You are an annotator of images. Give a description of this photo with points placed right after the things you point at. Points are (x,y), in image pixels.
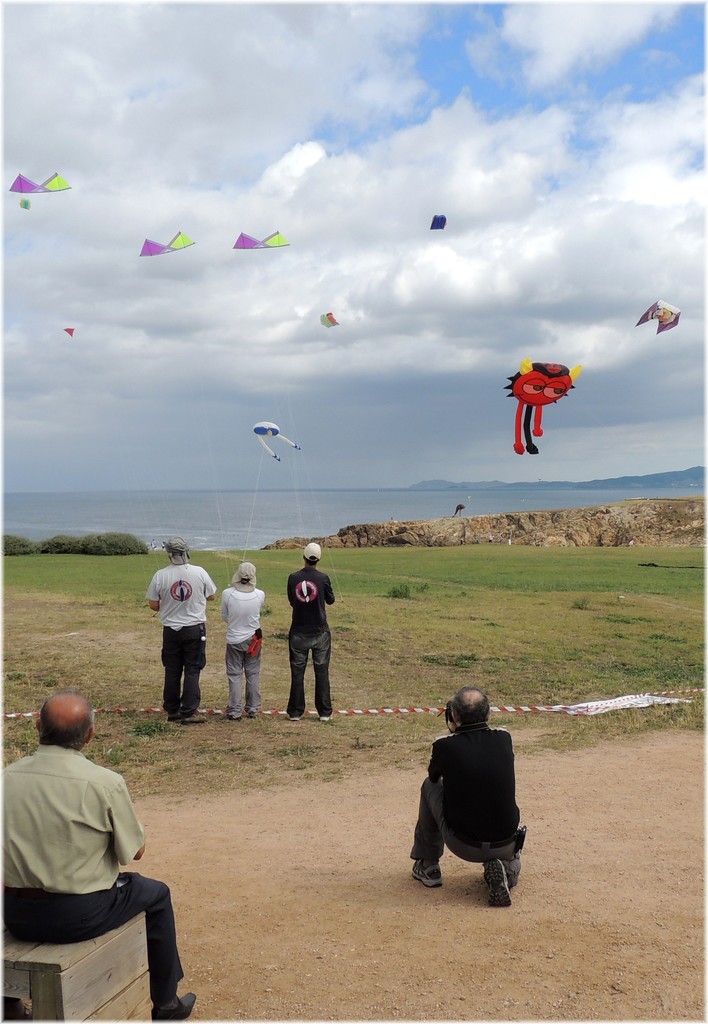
In this image in the front (41,802) there are persons (113,858) sitting. In the center (245,651) there are persons (230,638) standing and flying kites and there's grass (512,627) on the ground (455,621). In the background (295,532) there is water (189,505) and the sky (191,186) is cloudy and there are kites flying in the sky (467,279).
